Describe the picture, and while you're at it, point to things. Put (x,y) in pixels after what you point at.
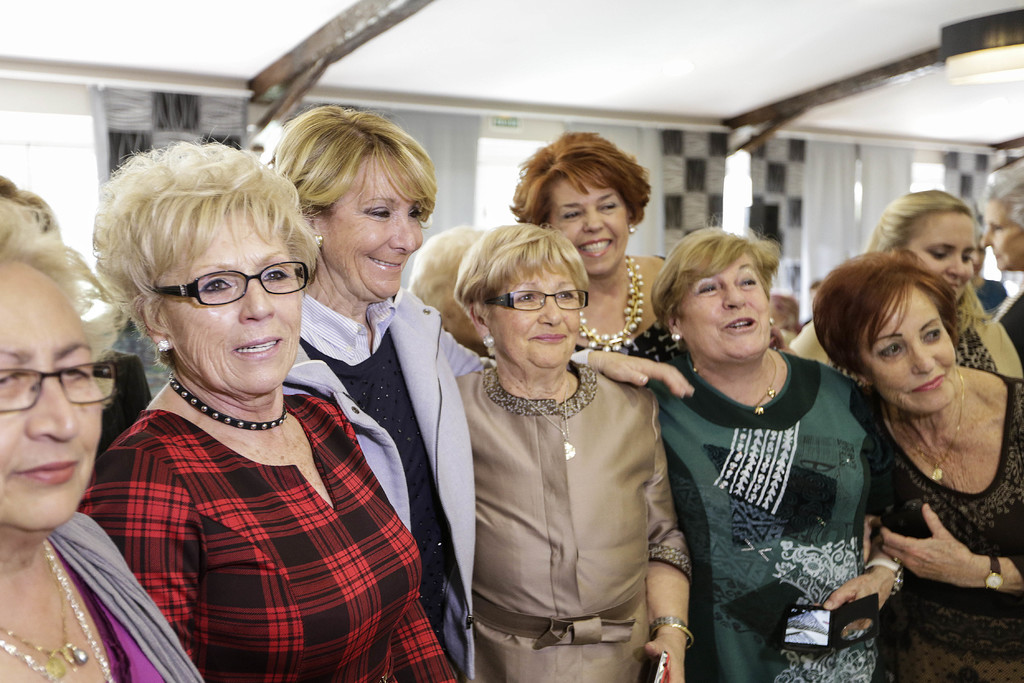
In this image there are group of women (490,469) standing, they are holding an object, there are windows (507,189), there are curtains (844,176), there is the roof (579,45) towards the top of the image (704,45), there is a light (981,49) towards the right of the image (957,55).
